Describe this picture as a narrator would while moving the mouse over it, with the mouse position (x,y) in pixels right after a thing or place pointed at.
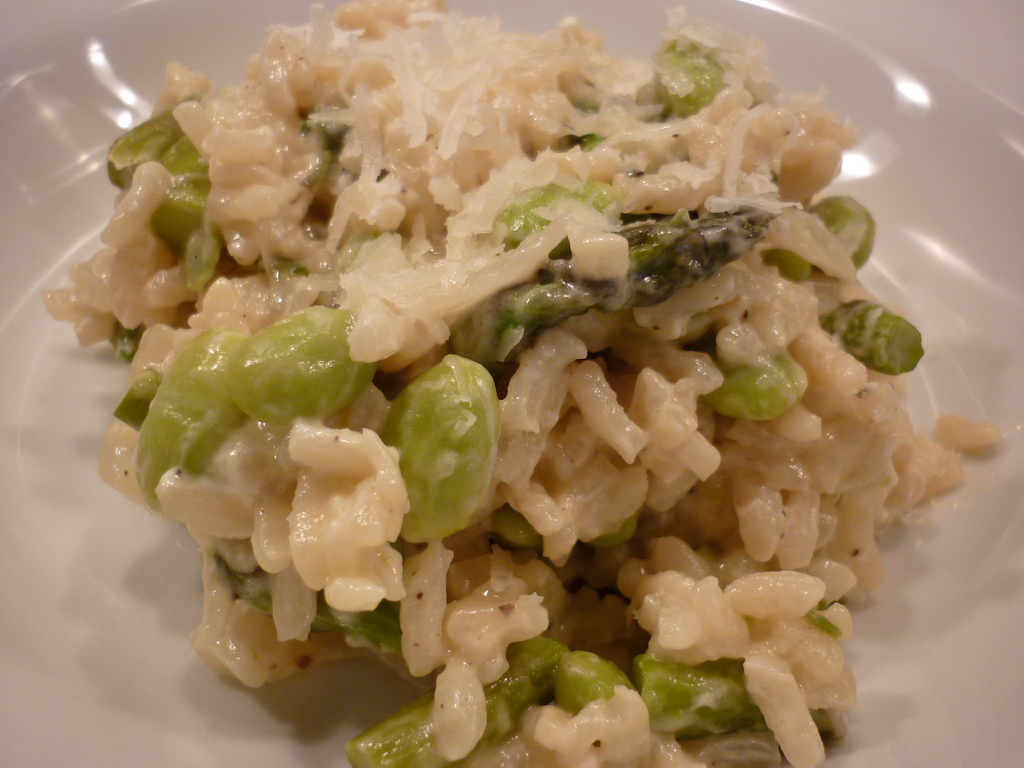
This image consists of food items (488,333) in a plate (996,230) may be kept on the table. This image is taken may be in a room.
